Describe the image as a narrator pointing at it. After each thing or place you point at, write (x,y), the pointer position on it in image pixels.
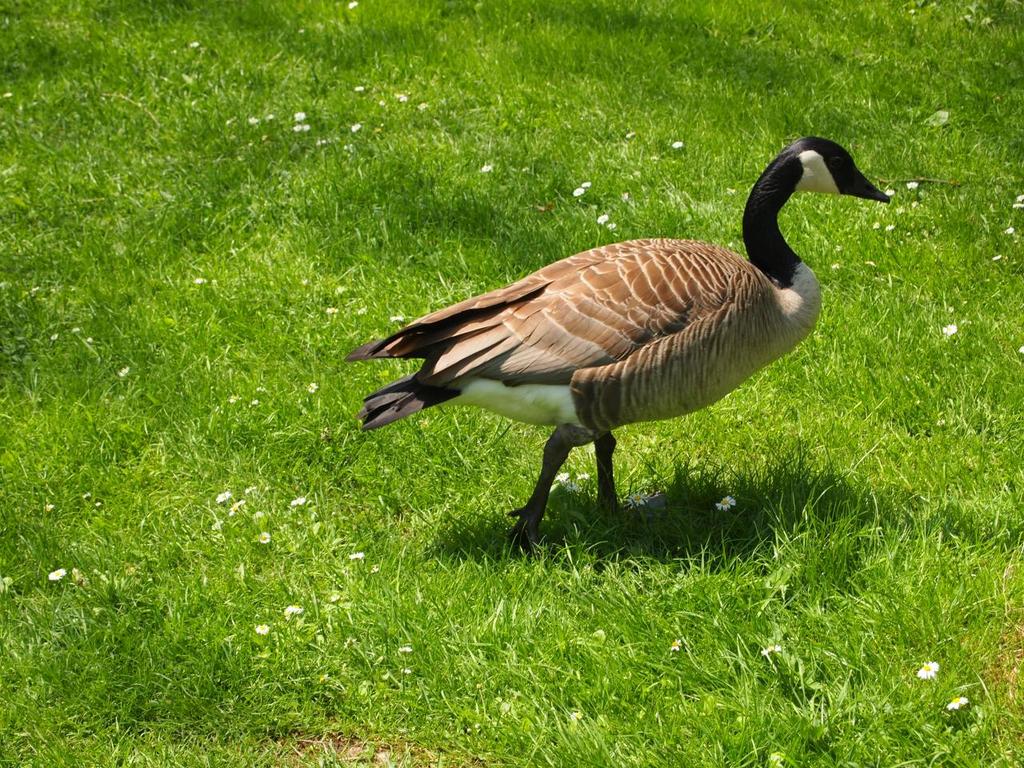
In this picture there is a goose (532,356), standing on the ground (383,564). At the bottom (450,607) we can see the grass (678,606) and small flowers (966,699).
